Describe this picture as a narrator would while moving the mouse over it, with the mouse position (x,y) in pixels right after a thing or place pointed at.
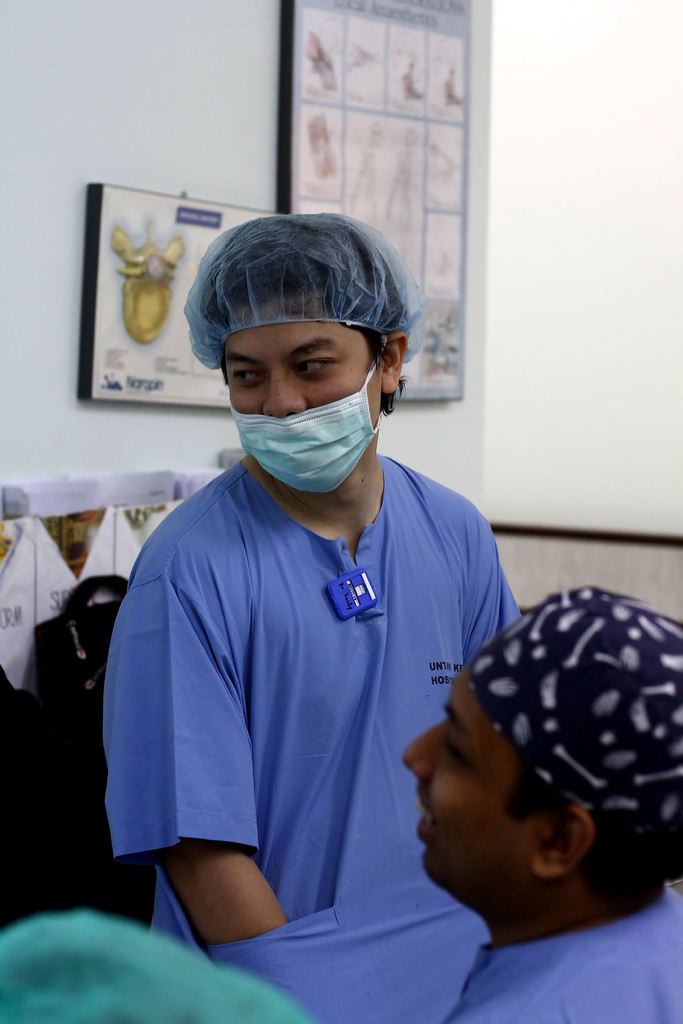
In the center of the image (350,382) there are persons (284,840). In the background (507,166) we can see pictures of organs (181,247) and wall (503,405).
